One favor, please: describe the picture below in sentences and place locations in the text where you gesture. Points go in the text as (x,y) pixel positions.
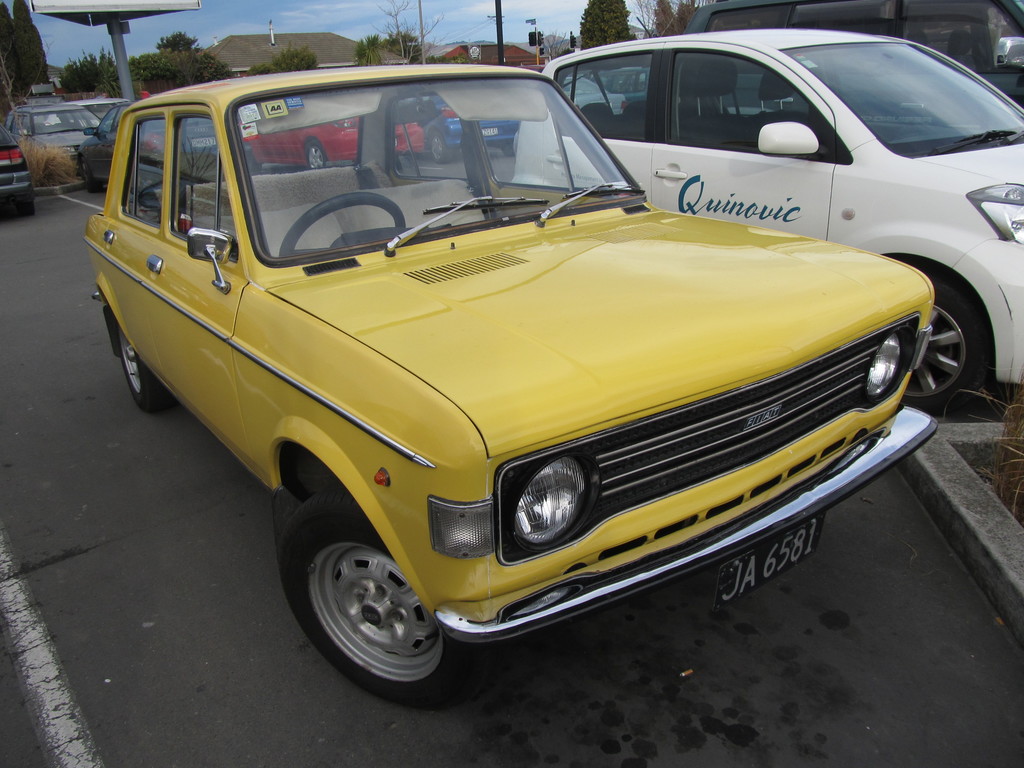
There is a car (455,208) on the road (38,383) as we can see in the middle of this image (577,408). We can see trees (9,80) in the background (161,78) and the sky (315,10) is at the top of this image (364,13).
